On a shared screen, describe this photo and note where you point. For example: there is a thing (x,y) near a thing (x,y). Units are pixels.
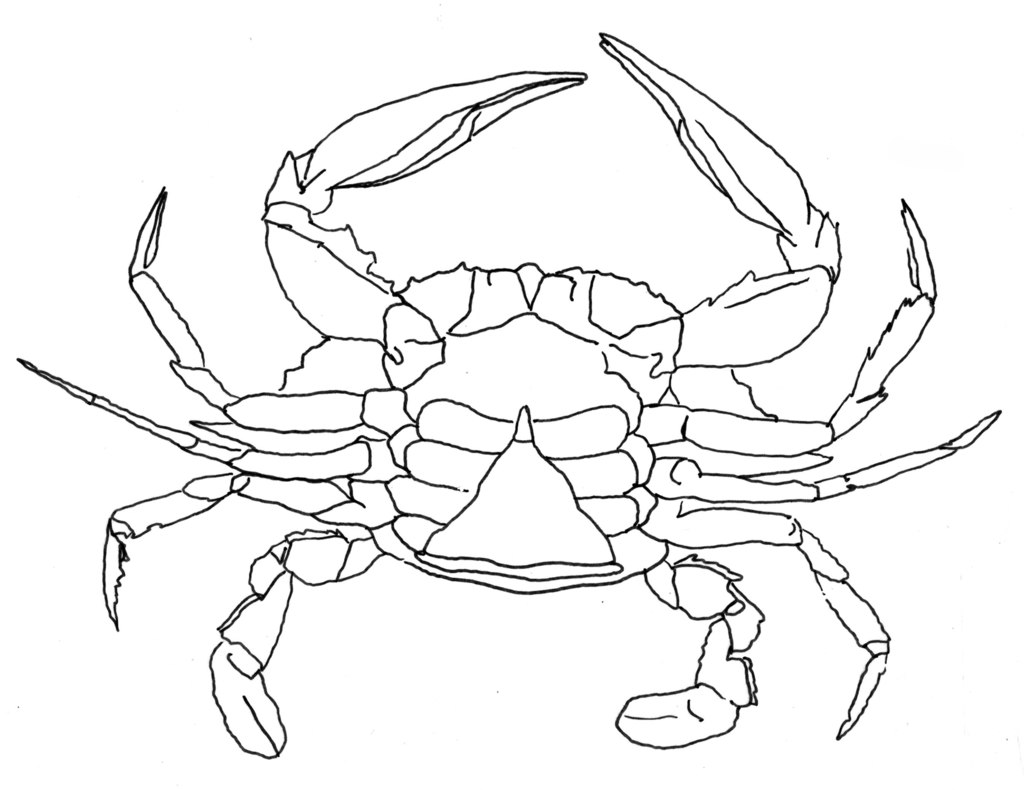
In this image we can see a drawing (483,352) of an animal (618,416) which looks like a crab (509,292) with a white background (484,193).
